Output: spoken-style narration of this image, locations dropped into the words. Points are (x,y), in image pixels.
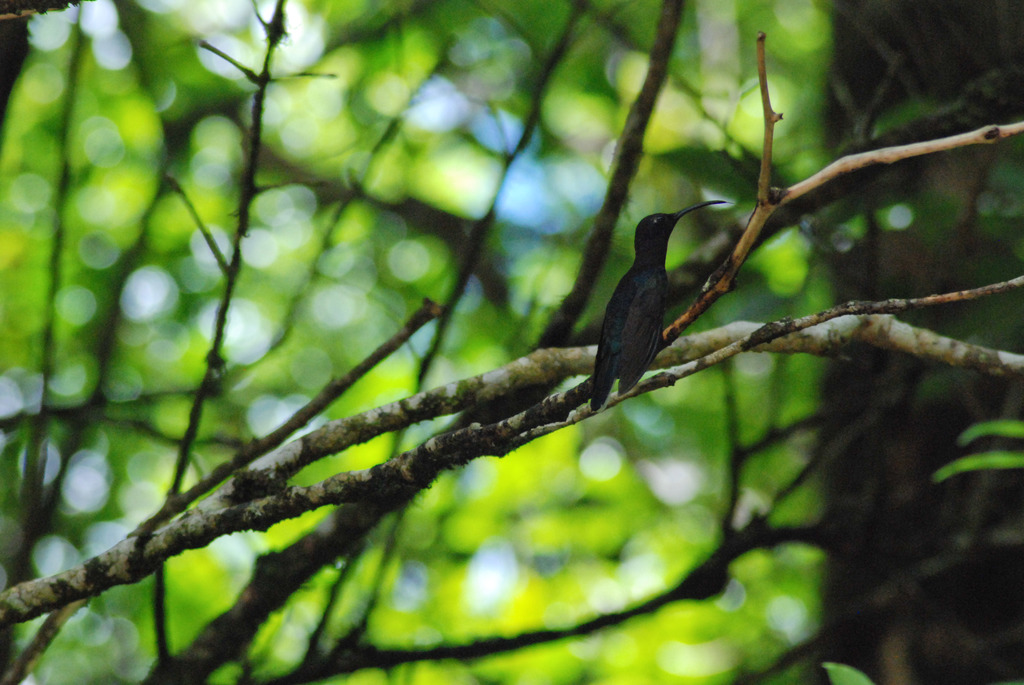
In this image we can see a bird (605,384) on a branch (435,470) of a tree (344,481). In the background (446,491), we can see some trees (139,230).
